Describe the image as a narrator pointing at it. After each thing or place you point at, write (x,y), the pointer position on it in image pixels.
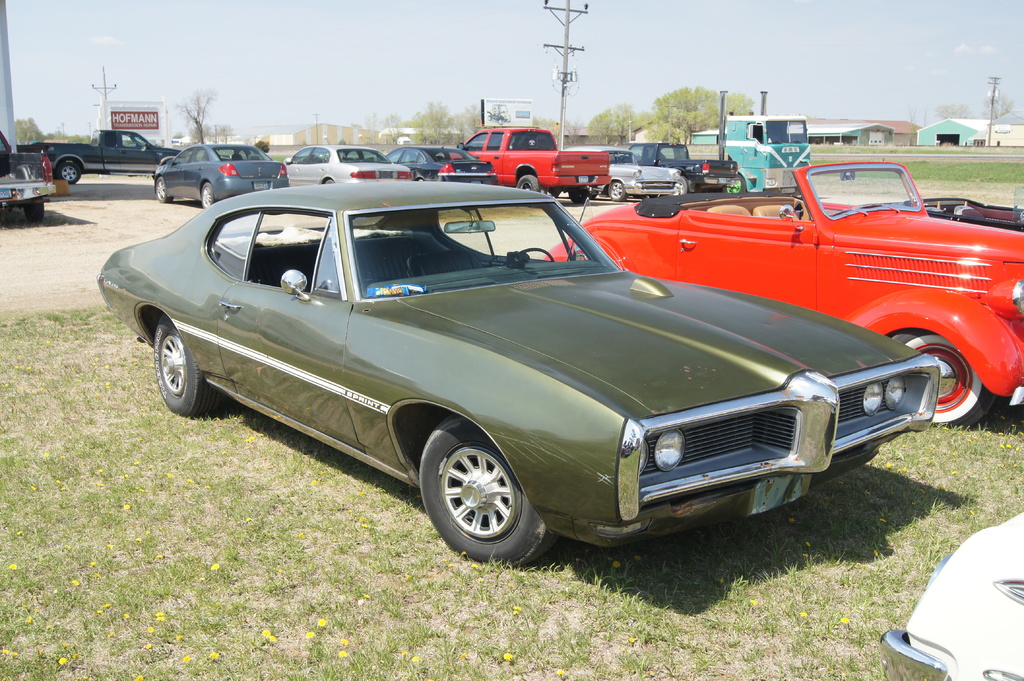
In the picture there are plenty of different types of cars (491,186) are parked on the ground (122,216) and at a distance from the ground (460,657) there are some compartments (935,125), behind the cars (115,157) there are few current poles (564,82) and in the background (695,125) there are many trees (683,110).
